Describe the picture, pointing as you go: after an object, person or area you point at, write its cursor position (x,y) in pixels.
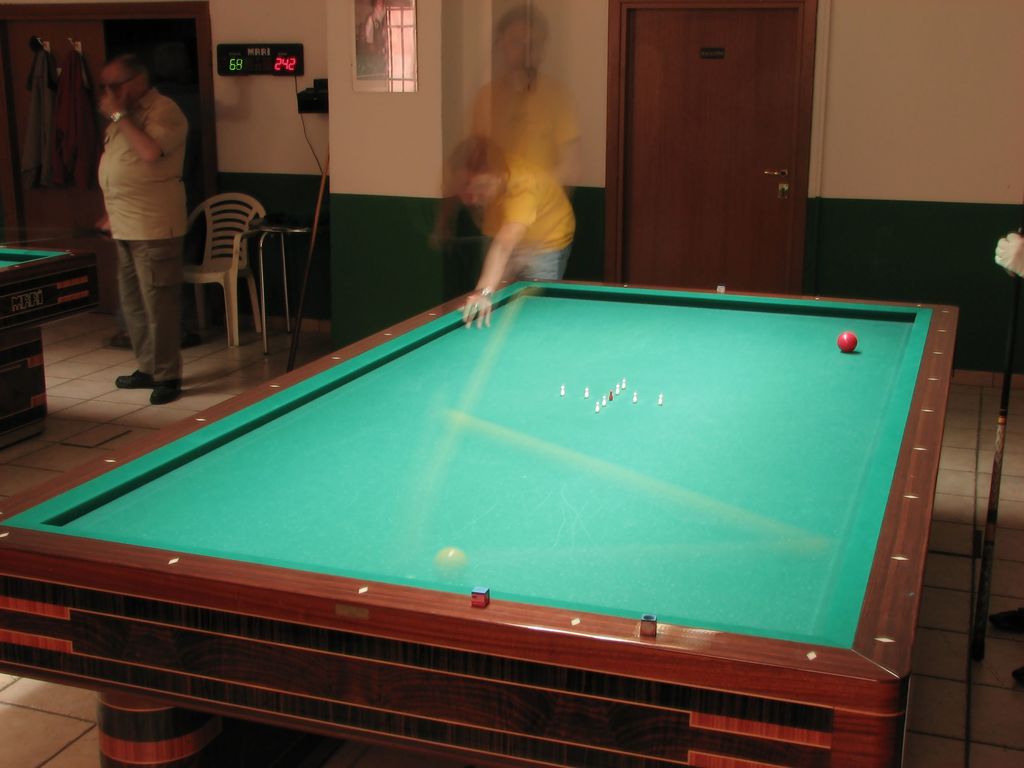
On the left (138,236) a man (143,266) is standing at a table (51,305). Behind him there is a chair (215,226) and clothes (48,98) hanging on the wall (20,102) and a door (181,83). In the middle (578,424) there is a board (551,324) and the person (513,151) is blur.
